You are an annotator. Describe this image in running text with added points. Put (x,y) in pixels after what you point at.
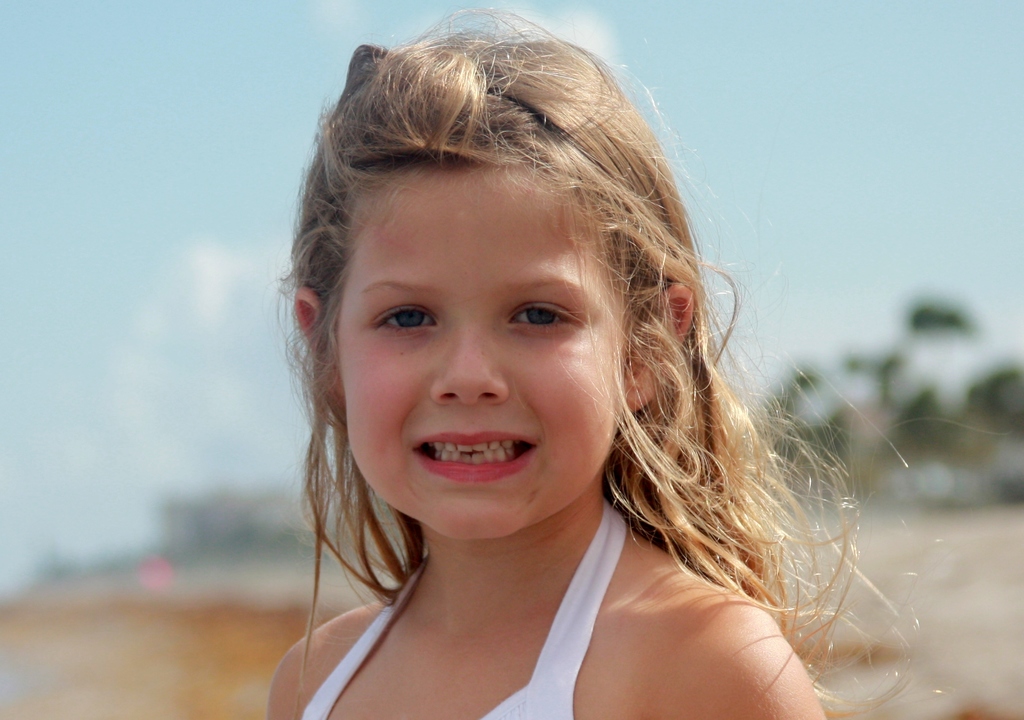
There is a small girl (506,302) in the center of the image (594,480), it seems like trees (982,439) and sky (699,131) in the background area (882,203).
